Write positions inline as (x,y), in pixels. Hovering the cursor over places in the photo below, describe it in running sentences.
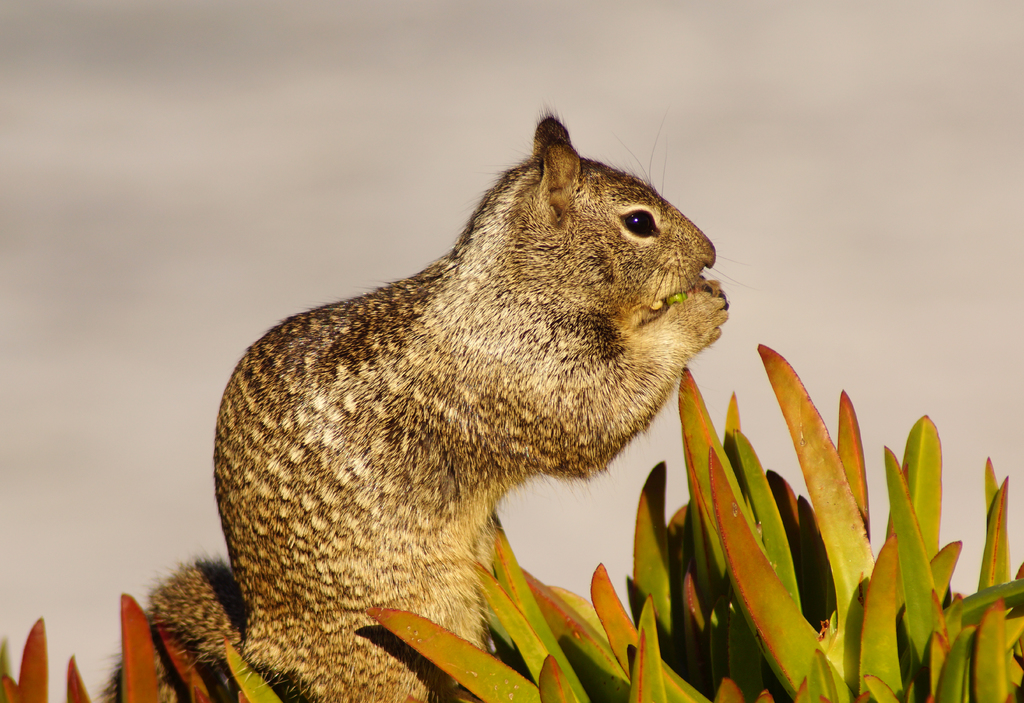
In this image we can see a squirrel (423,337). We can also see some plants (751,552) and a wall (275,228).
